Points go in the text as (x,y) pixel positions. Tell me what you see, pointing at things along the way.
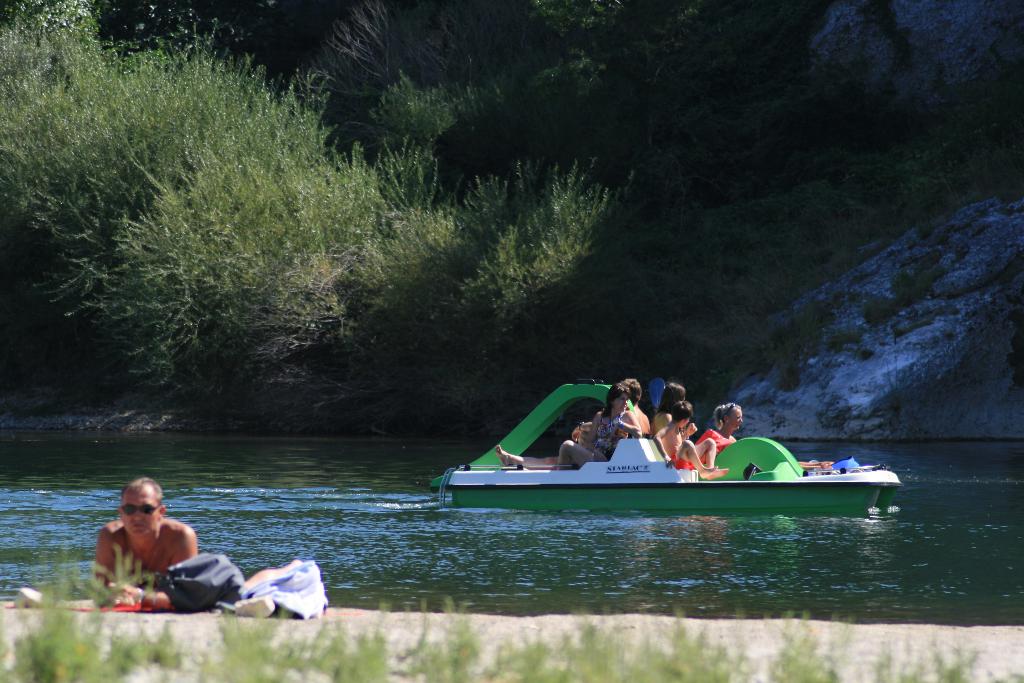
In this image I can see water (403,552) and in it I can see green colour boat (650,490). I can also see few people (620,388) on this boat (658,466) and here I can see one more person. In the background (459,320) I can see number of trees (440,256) and here I can see grass (135,643).
